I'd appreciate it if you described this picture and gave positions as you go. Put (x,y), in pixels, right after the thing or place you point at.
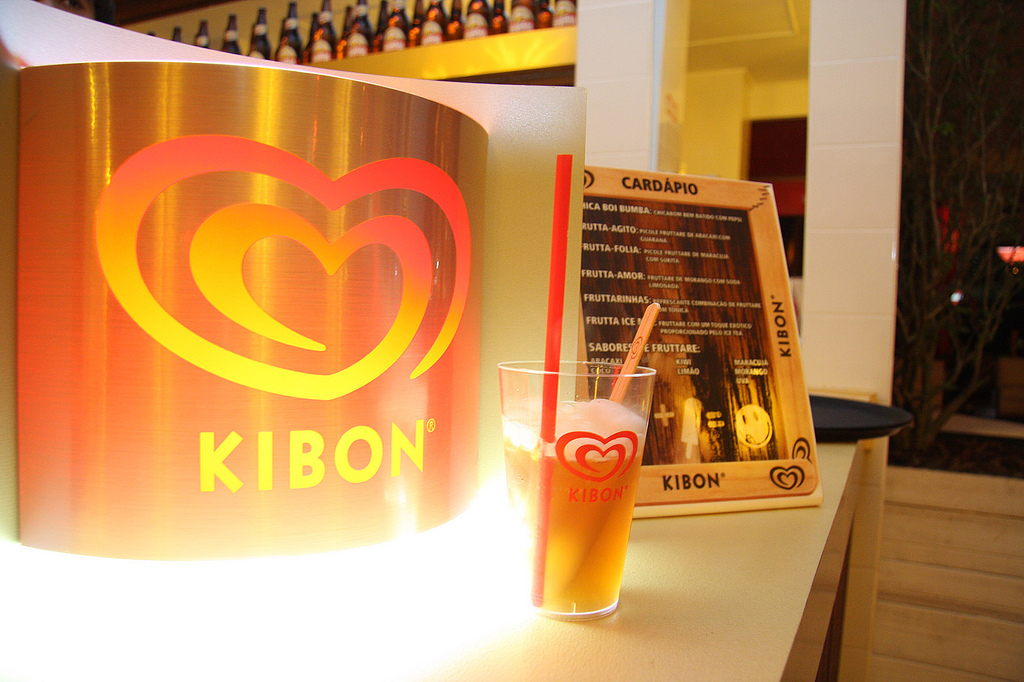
In this picture I can see few bottles (320,42) and I can see a glass (536,494) with a straw (541,590) and I can see a frame (677,372) with some text (681,361) on the table (509,614) and I can see a tray (855,427) on the side.
